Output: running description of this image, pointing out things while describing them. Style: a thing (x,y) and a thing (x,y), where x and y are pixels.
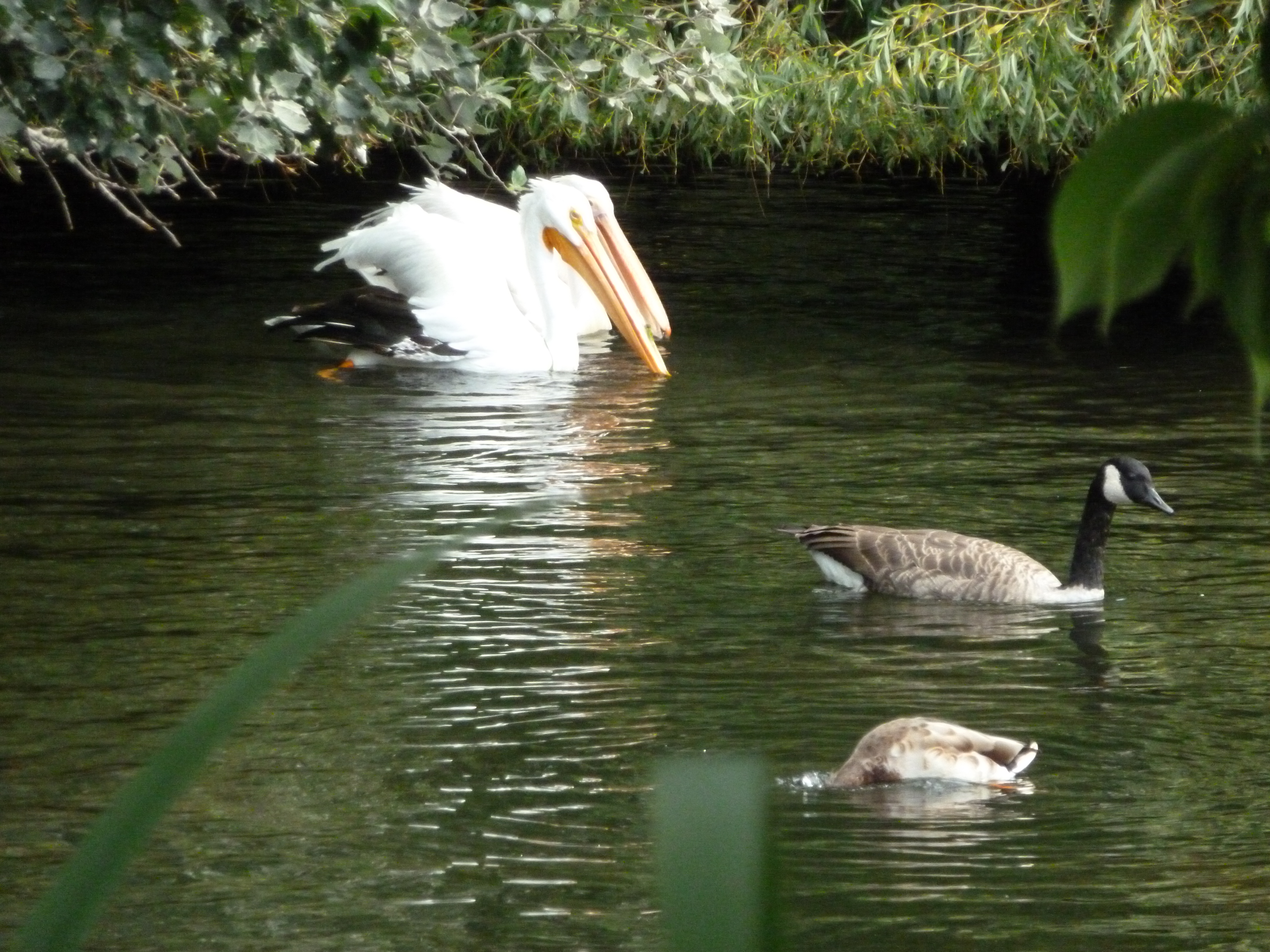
In this picture we can see few ducks (868,585) and pelicans (532,326) on the water (748,418), and also we can see few trees (587,131).
